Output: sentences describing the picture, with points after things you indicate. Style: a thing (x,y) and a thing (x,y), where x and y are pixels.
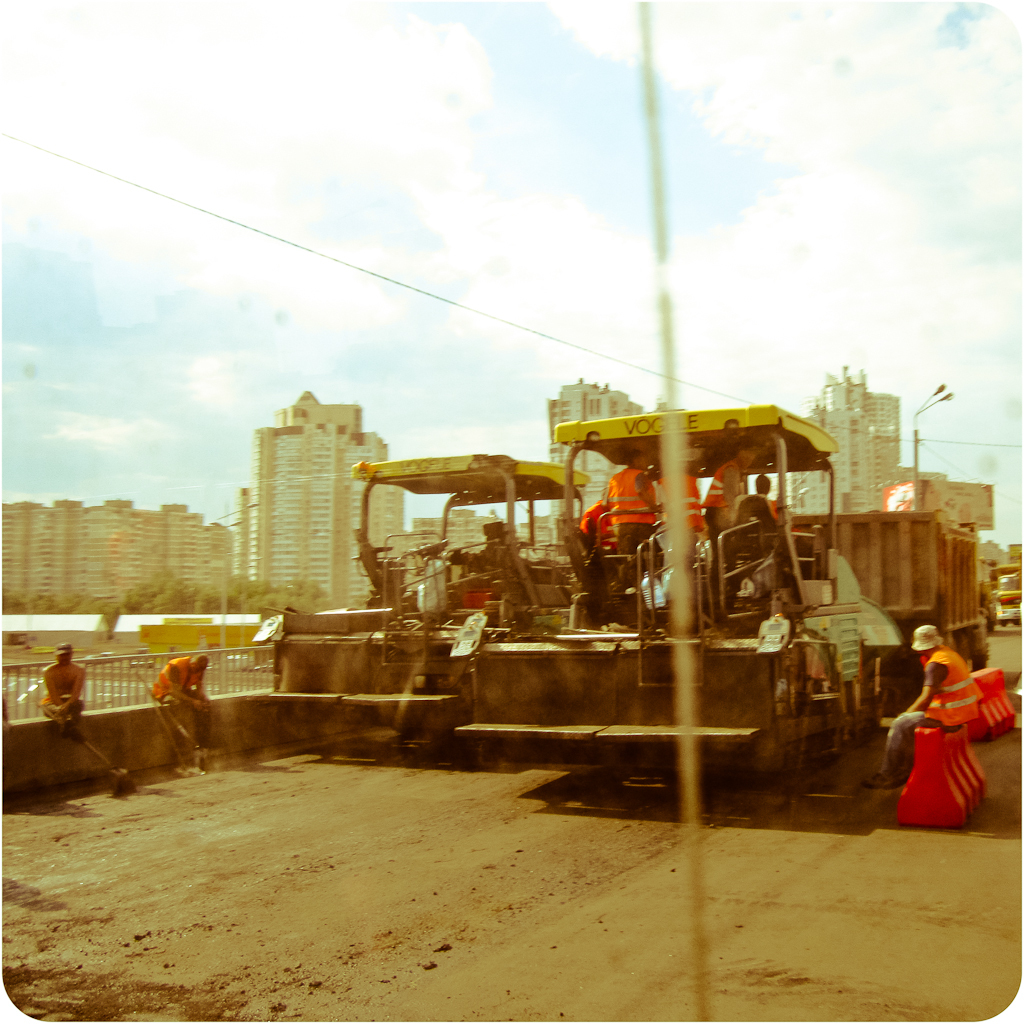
At the bottom (558,691) we can see few persons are riding on a vehicle (657,753) and on the left side (71,725) two persons (51,714) are sitting on a platform (34,749) at the fence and on the right side (976,792) there is a person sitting on a traffic cone (952,777). In the background (293,580) there are vehicles (355,705) on the road (852,948), buildings (289,572), trees (86,605), poles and clouds (589,45) in the sky (964,56).
